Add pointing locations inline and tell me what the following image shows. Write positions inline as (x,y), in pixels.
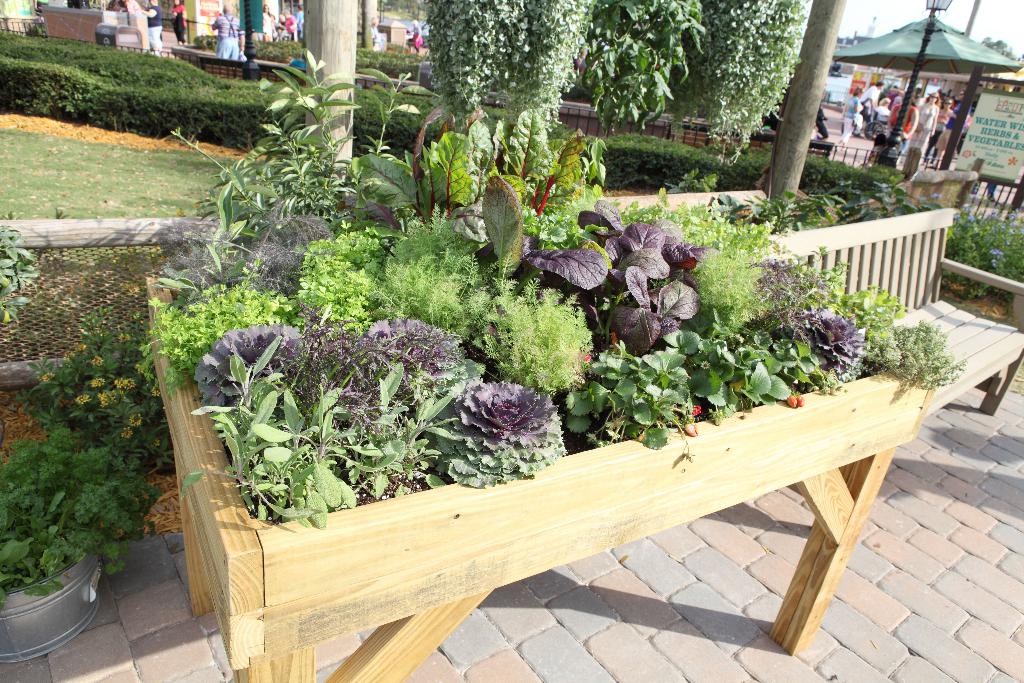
In this picture we can see a table (722,471). On the table (654,482) we can see plants (605,296). This is bench (921,307). This is grass (113,183). These are trees (692,23). There is a pole (921,45) with light (932,12). This is banner (990,136). This is floor (908,641). A far group of people (943,100) standing. This person (884,111) sitting on the chair (866,136). This is sky (881,17). This is fence (80,301).
